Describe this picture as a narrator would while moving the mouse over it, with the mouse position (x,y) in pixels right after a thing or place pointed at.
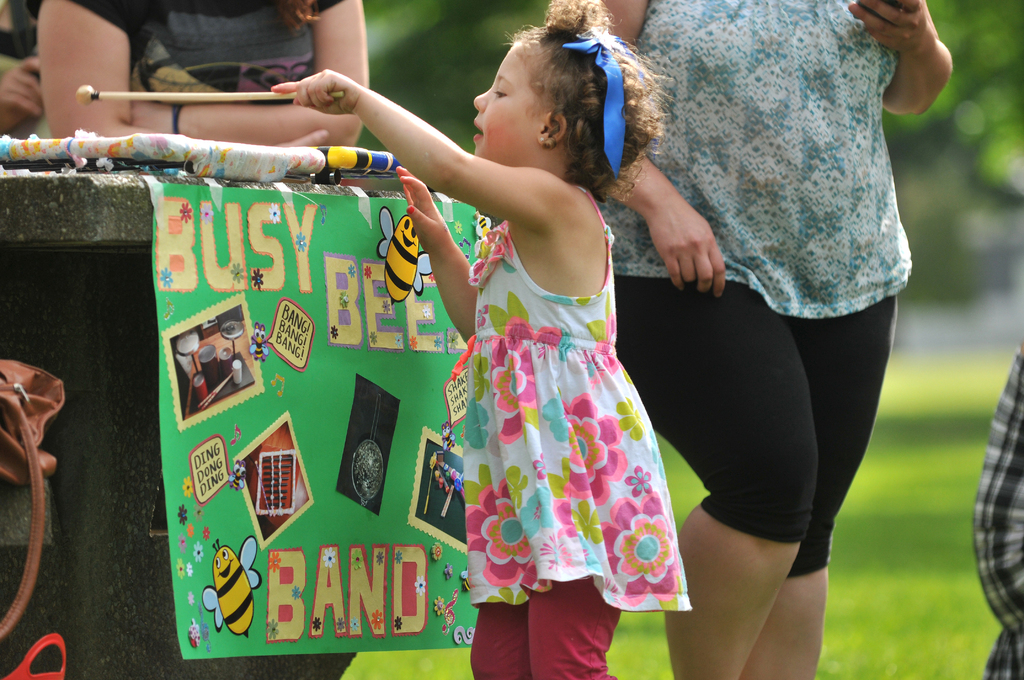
In this image we can see a girl (481,640) holding a drumstick (123,96). In the background of the image (832,25) there are people (706,334). There is a table (48,328) to the left side of the image (121,240) with some objects (238,169) on it. In the background of the image (453,69) there are trees (953,38). At the bottom of the image (901,634) there is grass (880,643).
